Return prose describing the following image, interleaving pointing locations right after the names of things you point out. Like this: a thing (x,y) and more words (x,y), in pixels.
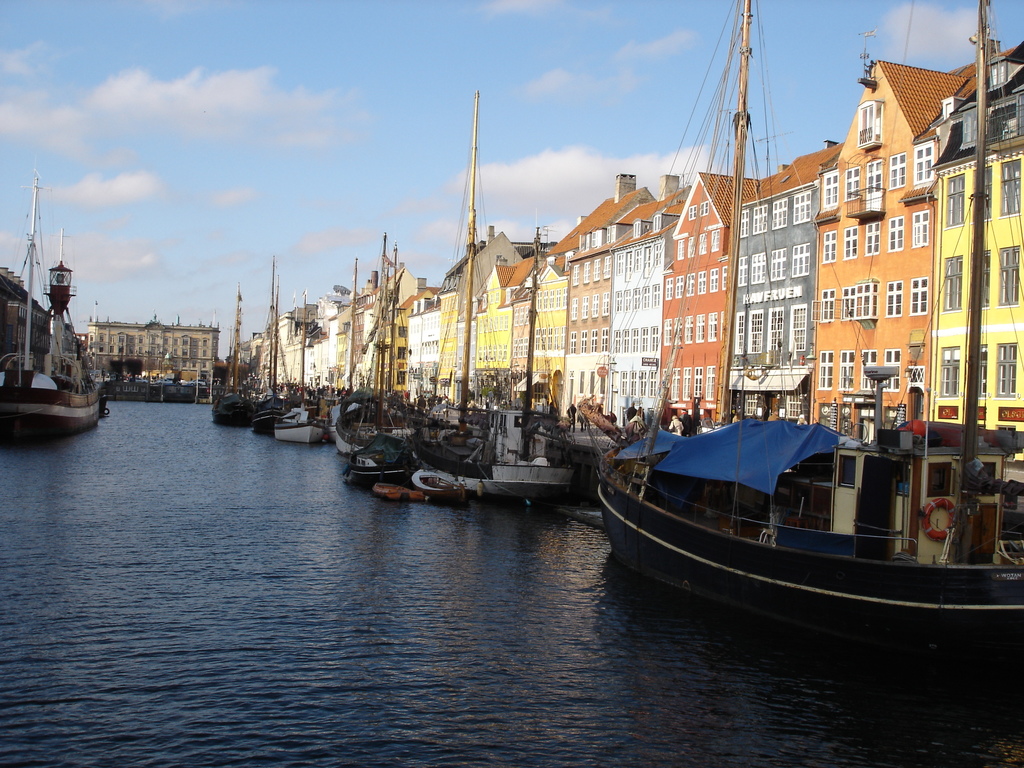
In this image we can see some buildings (623,350), boats (325,415) and other objects (698,420). In the background of the image (210,274) there is the sky (889,58). At the bottom of the image (647,705) there is water (768,717).
